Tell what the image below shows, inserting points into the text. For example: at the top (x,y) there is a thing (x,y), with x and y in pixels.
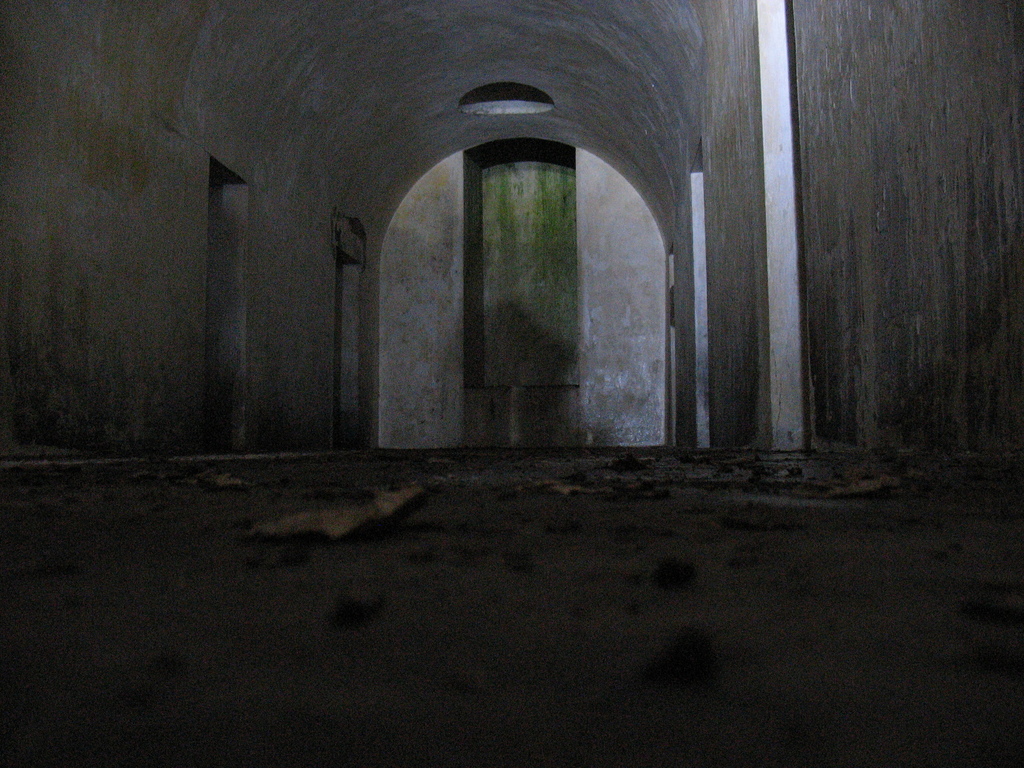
The picture is taken inside a room (344,246). On the wall (263,297) there are doors (349,341). On the top (491,104) there is light (520,105). On the floor (407,511) there is dust (489,511).
